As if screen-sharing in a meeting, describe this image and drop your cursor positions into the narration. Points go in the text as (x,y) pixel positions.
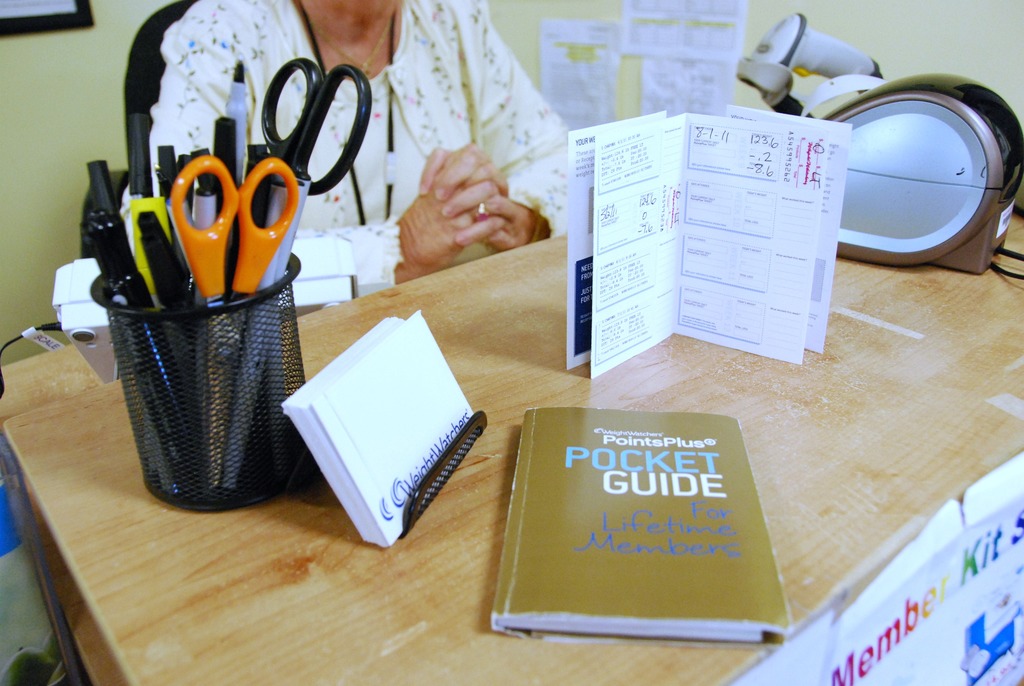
This picture shows a person (181,125) seated on the chair (141,56) and we see papers (619,267) books (560,453) and scissors (254,242) and pens (143,292) on the table (154,547).
